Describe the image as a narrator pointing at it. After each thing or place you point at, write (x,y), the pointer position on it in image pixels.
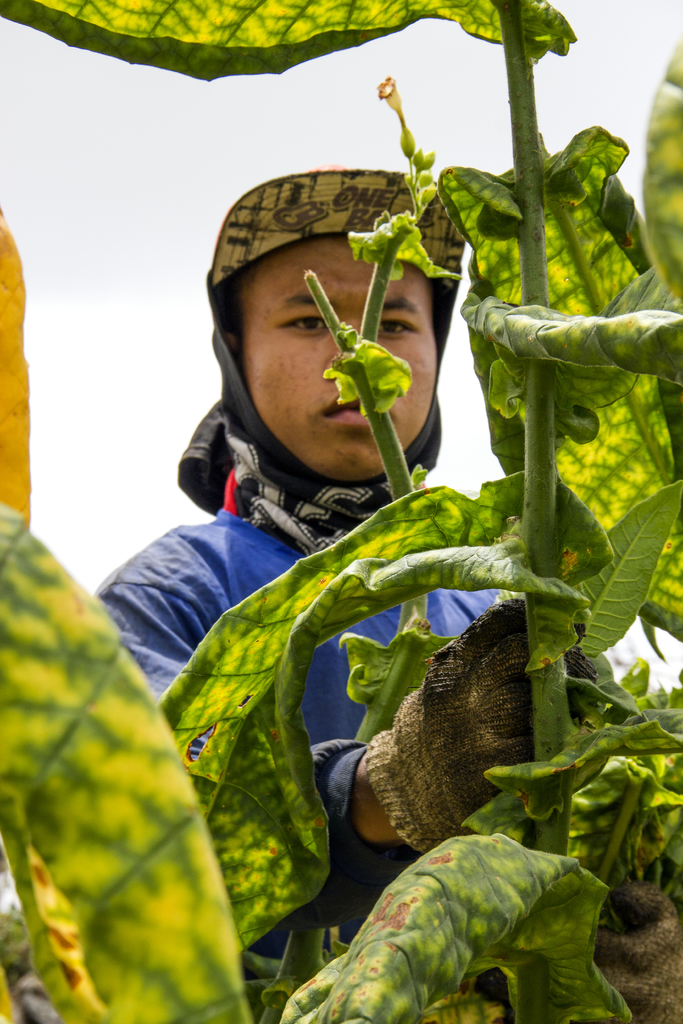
In this picture there is a man (339,233) who is wearing blue jacket (334,698). He is near to the plants (569,626). On the bottom (559,771) we can see leaves (613,778). In the back (173,309) we can see sky (181,244) and clouds (174,263).
